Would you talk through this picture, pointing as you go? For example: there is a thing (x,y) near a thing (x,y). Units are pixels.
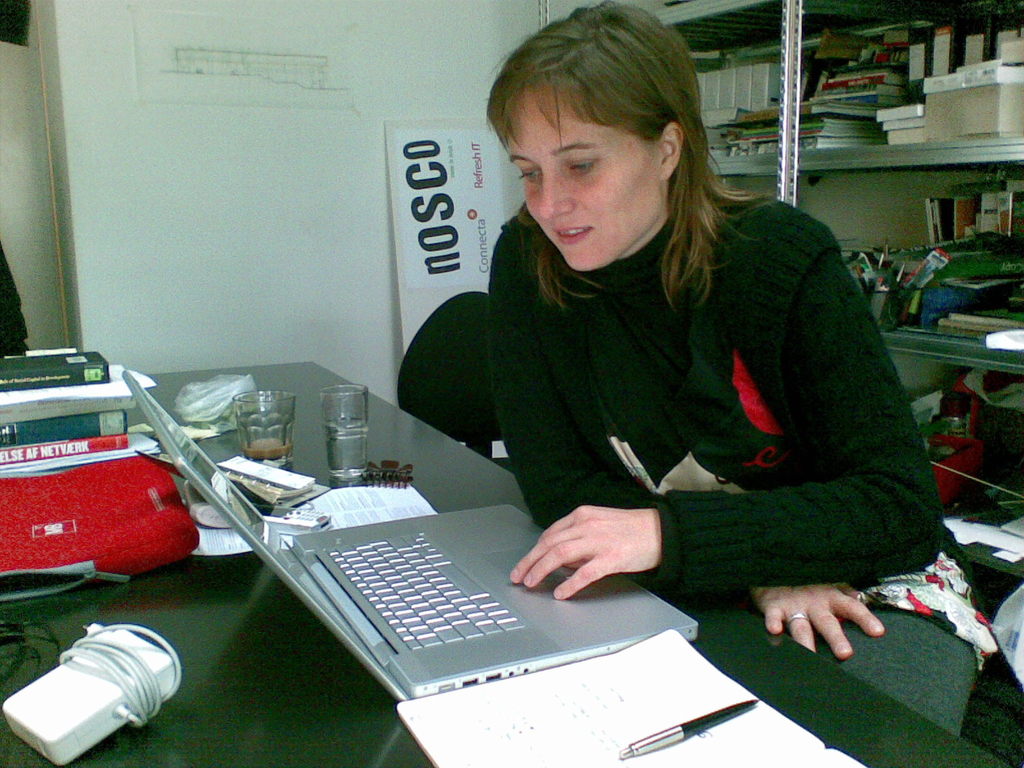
In this image we can see a woman (607,428) sitting on a chair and a table (299,429) is placed in front of her. On the table (236,641) we can see charger (158,650), bookbag (145,535), glass tumblers (286,417), laptop (398,562), clip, pen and books (605,684). Behind the woman (678,573) we can see shelf (952,285) and many things (956,318) are placed in rows. Beside the woman (502,328) we can see an advertisement board (398,222) and wall (342,230).
